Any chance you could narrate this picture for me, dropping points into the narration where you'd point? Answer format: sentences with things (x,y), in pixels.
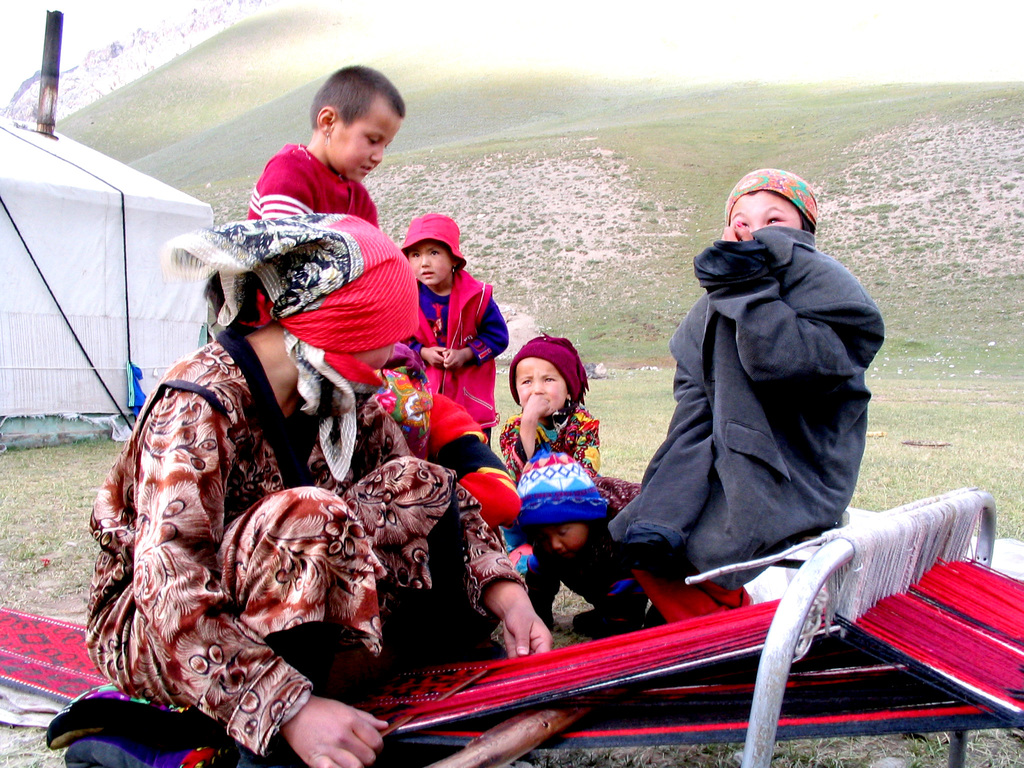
In this image I can see few persons (466,503), few threads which are red, white and black in color and a cloth (22,636). In the background (78,368) I can see a tent (80,279) which is white in color, few mountains (265,2) and the sky (2,2).
